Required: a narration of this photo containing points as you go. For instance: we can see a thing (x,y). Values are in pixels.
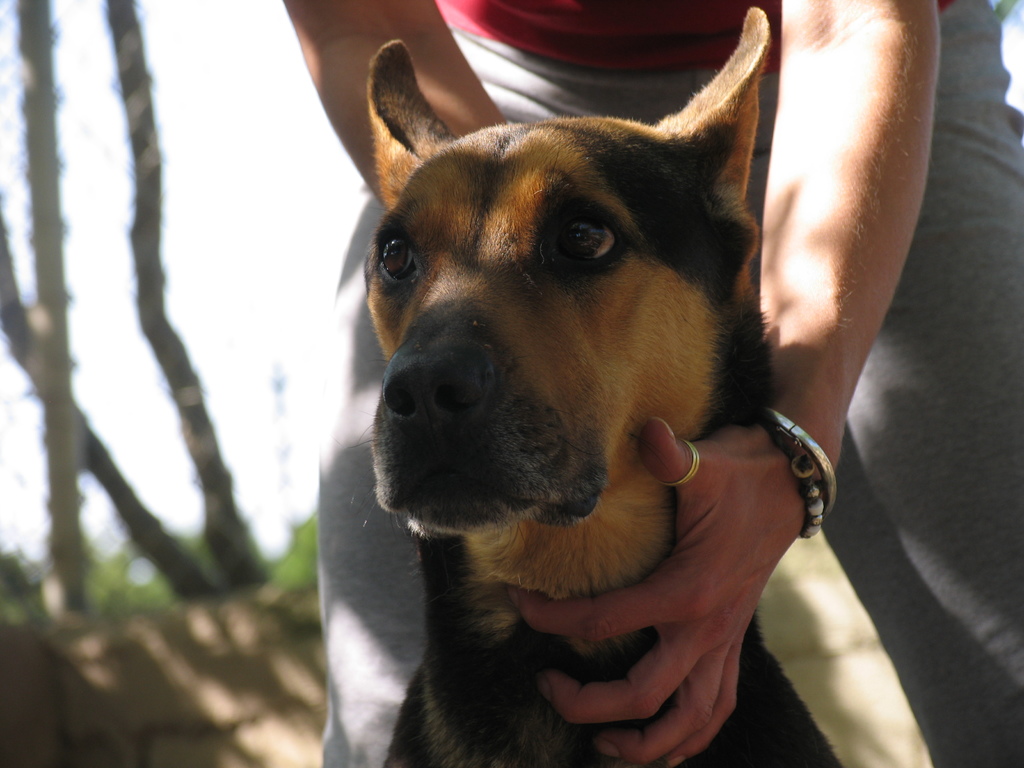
There is a person (803,21) wearing bangles (778,441) and a ring (689,443) is holding a dog (618,491). In the back (145,301) there are tree trunks (214,455) and it is blurred.
